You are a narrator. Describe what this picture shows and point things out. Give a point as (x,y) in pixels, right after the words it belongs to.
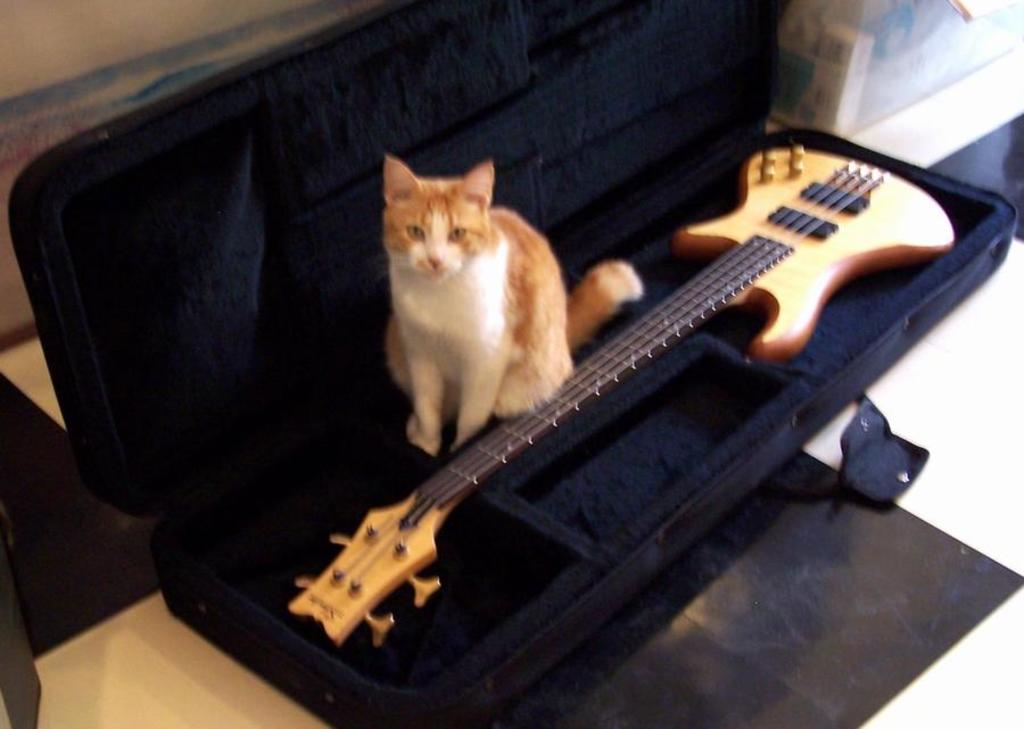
In this picture we can see box (599,221) and inside the box (570,193) we have cat (490,284), guitar (404,507) and in the background (96,82) we can see wall (70,77).
